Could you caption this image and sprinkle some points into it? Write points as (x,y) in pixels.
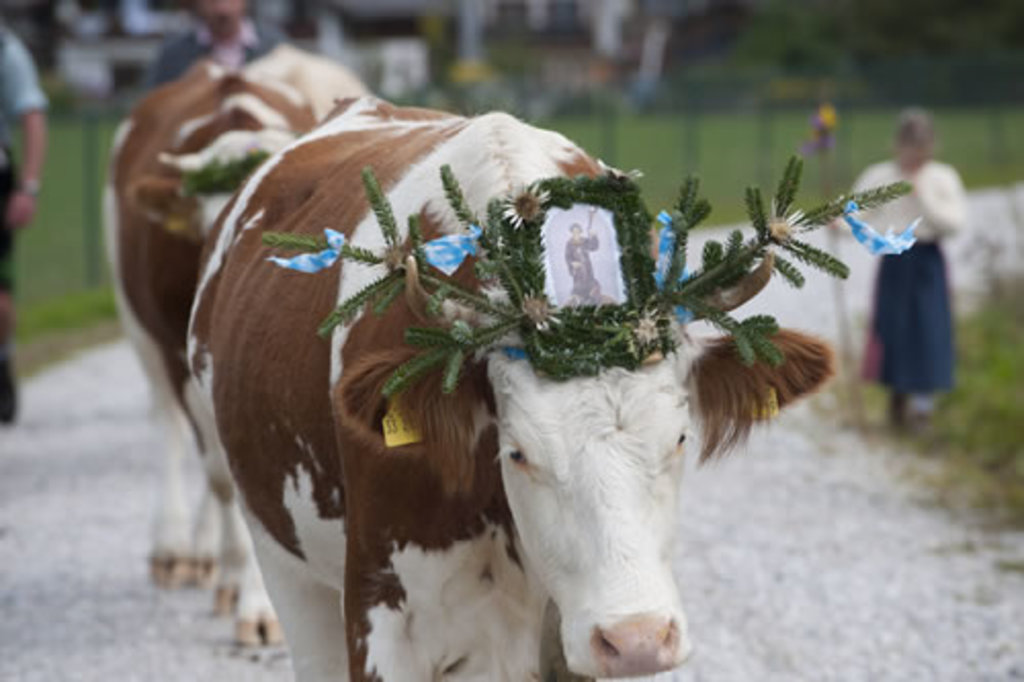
In this image, we can see a cow (592,560) with some decorative object (589,307) and photo (573,270). Background (81,264) there is a blur view. Here we can see cow (212,101), few people (29,214) walkway (926,476), poles (694,111).
